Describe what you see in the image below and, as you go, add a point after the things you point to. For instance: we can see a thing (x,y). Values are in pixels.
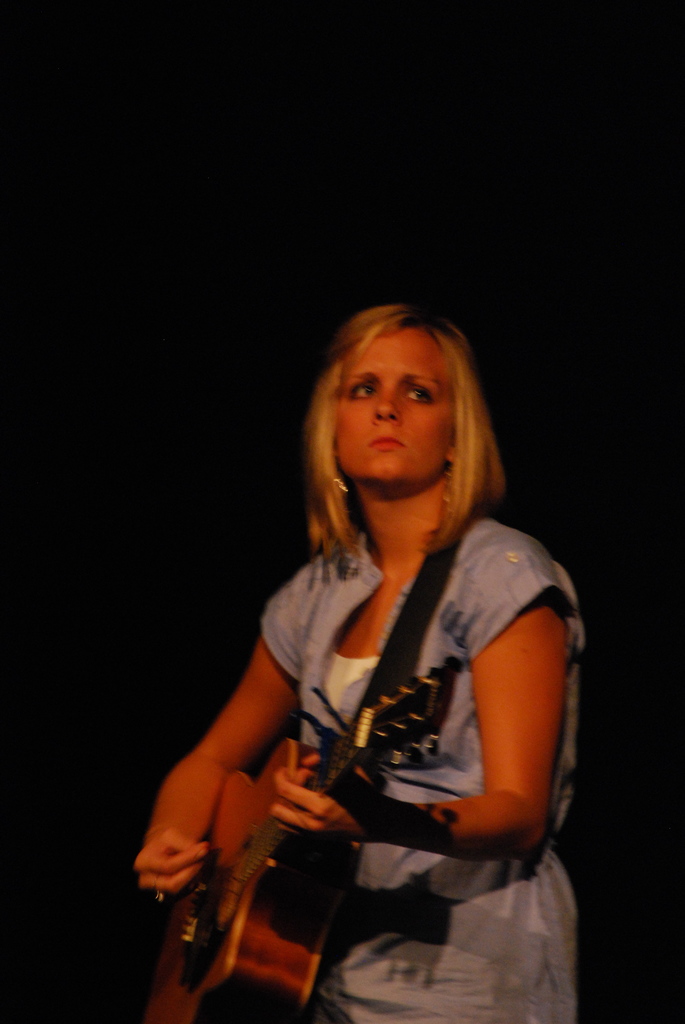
In the middle of the image (358,393) a woman (472,435) is standing and playing guitar (251,988).
